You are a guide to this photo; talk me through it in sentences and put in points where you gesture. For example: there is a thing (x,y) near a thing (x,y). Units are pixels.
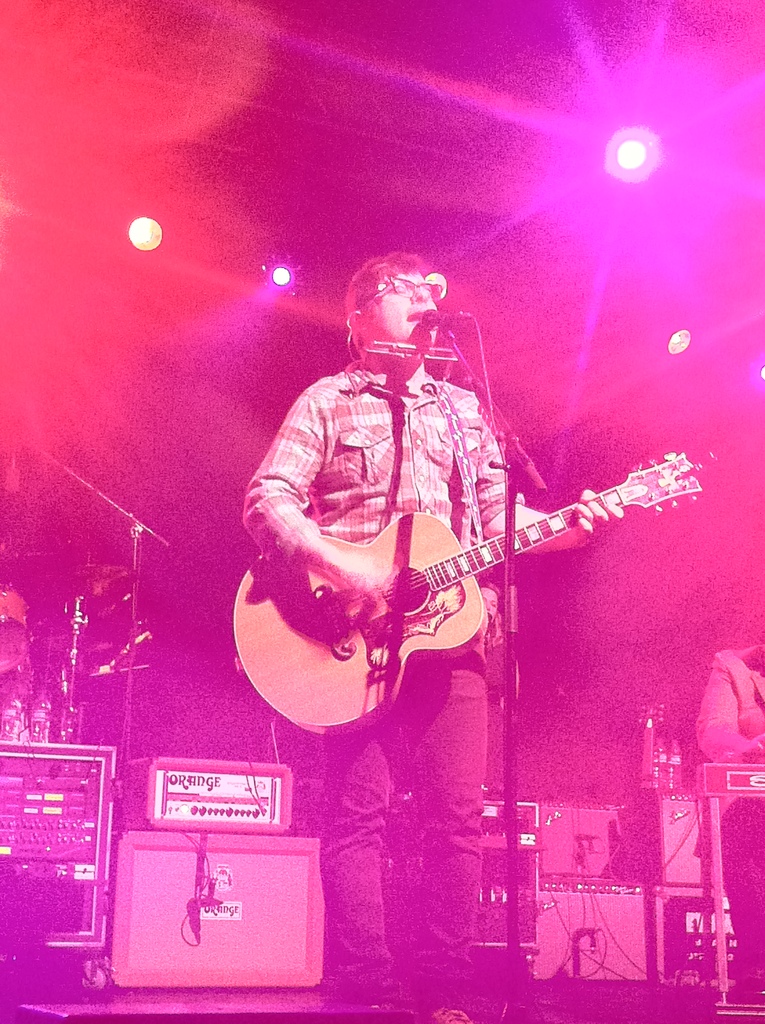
In this image there is a person (356,518) wearing shirt (350,466) playing guitar (373,546) in front of him there is a microphone (512,875) and at the background of the image (694,854) there are some boxes (666,810) and at the top of the image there are lights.
